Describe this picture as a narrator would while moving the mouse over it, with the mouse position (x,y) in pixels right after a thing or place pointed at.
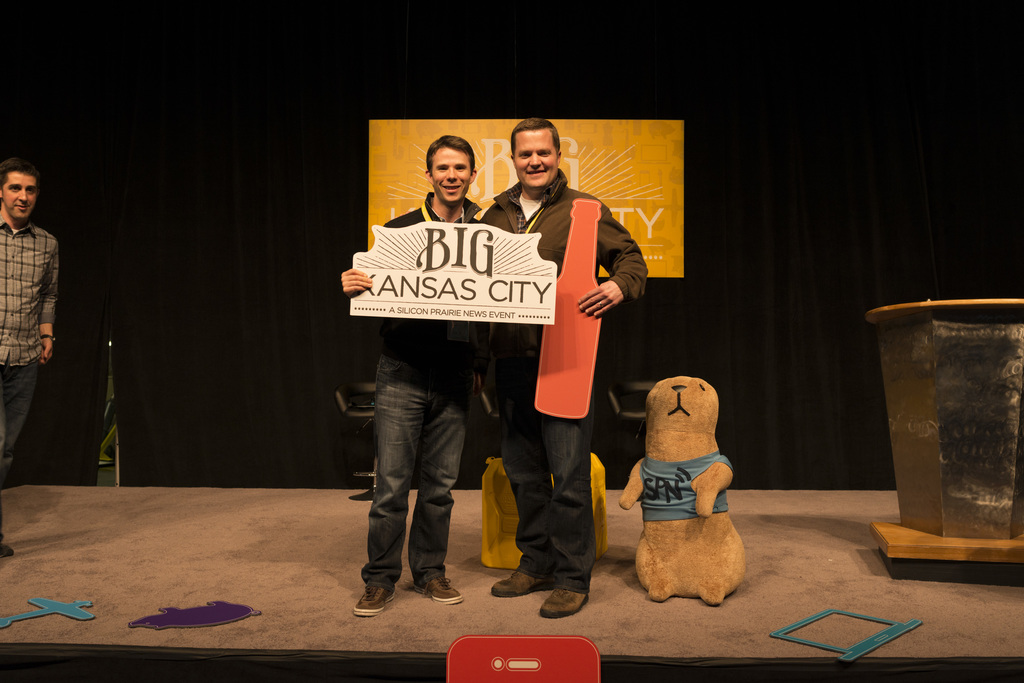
In this image I can see three men (44,261) are standing. I can also see smile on few faces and here I can see these two are holding few things (513,318). I can also see something is written over here. In background (608,113) I can see yellow colour board (399,151), black colour curtain (954,182), a podium (892,364) and here I can see few more things (695,515) on floor (795,605).
